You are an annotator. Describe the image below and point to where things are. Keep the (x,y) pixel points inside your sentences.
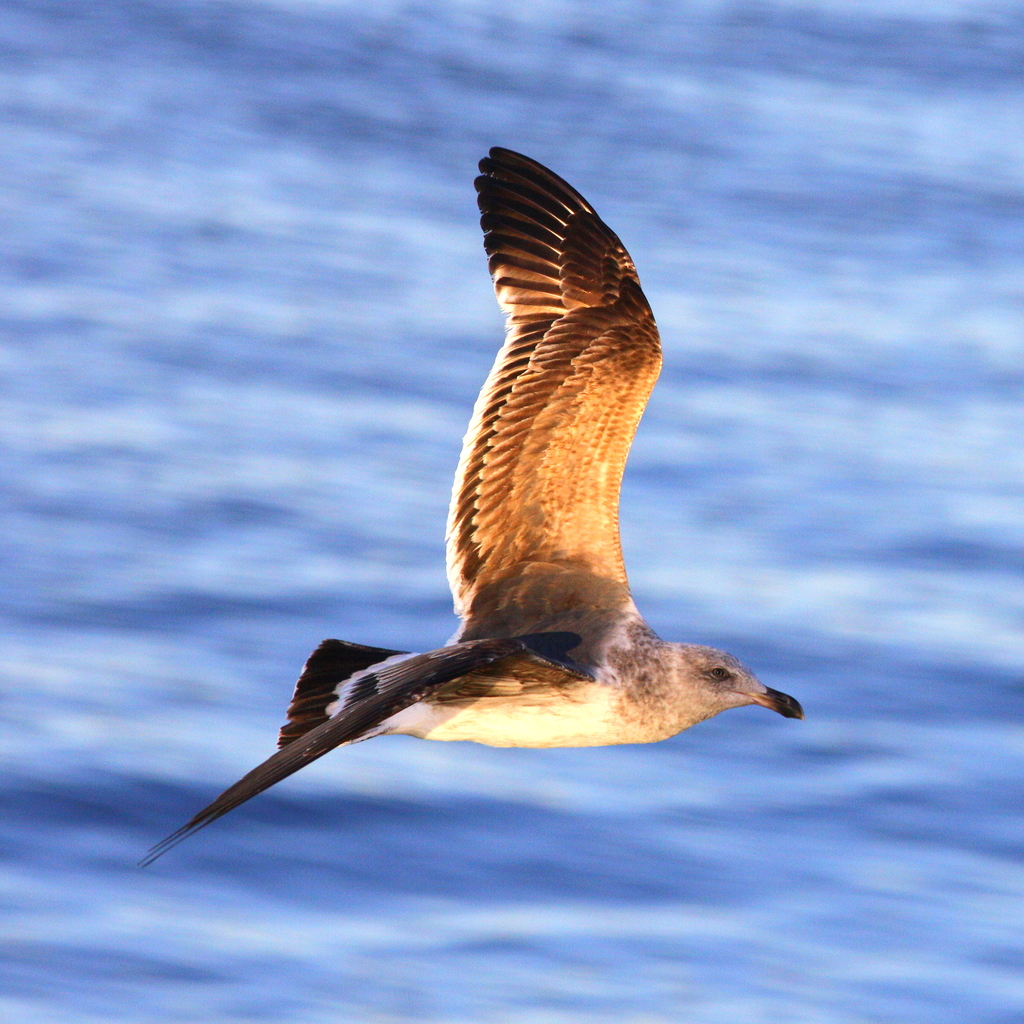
In this image I can see a bird (519,621) which is orange, brown, black and cream in color is flying in the air. I can see the blue colored blurry background (769,423).
